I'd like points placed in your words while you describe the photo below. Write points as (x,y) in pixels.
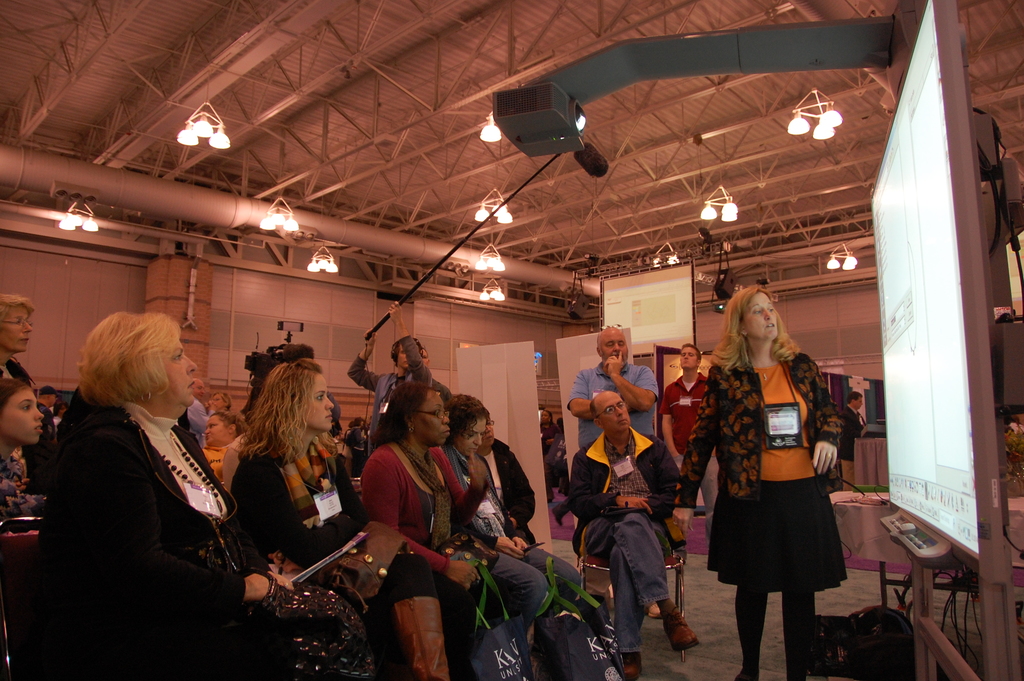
In this image we can see some group of lady persons (311,508) sitting on chairs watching towards projector screen (920,301) on which something displaying there is person (706,408) standing near the projector screen (914,461) explaining something and in the background of the image (372,372) there is a man (358,373) who is holding a stick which has microphone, there are some other projector screens (629,305), lights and roof (324,153).
